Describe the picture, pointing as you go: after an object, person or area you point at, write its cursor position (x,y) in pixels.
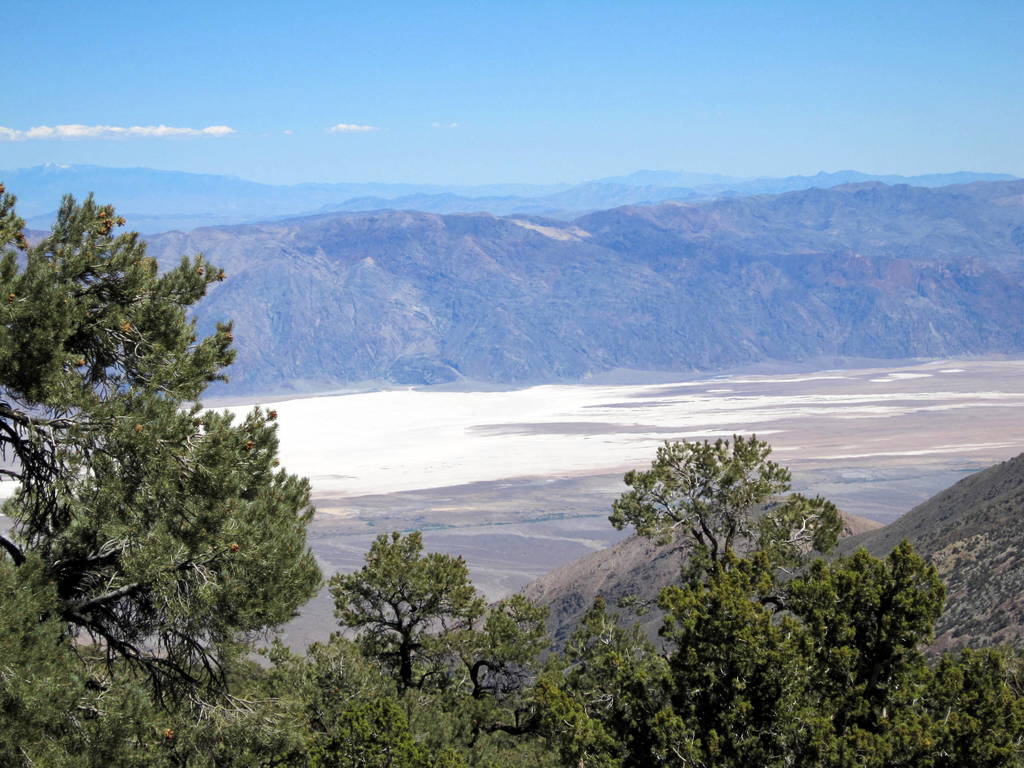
In the foreground of this picture (297,542), there are trees (269,562) and hills (995,536). In the background (680,188), there are mountains (422,192), sky (330,150) and the cloud (183,134).
